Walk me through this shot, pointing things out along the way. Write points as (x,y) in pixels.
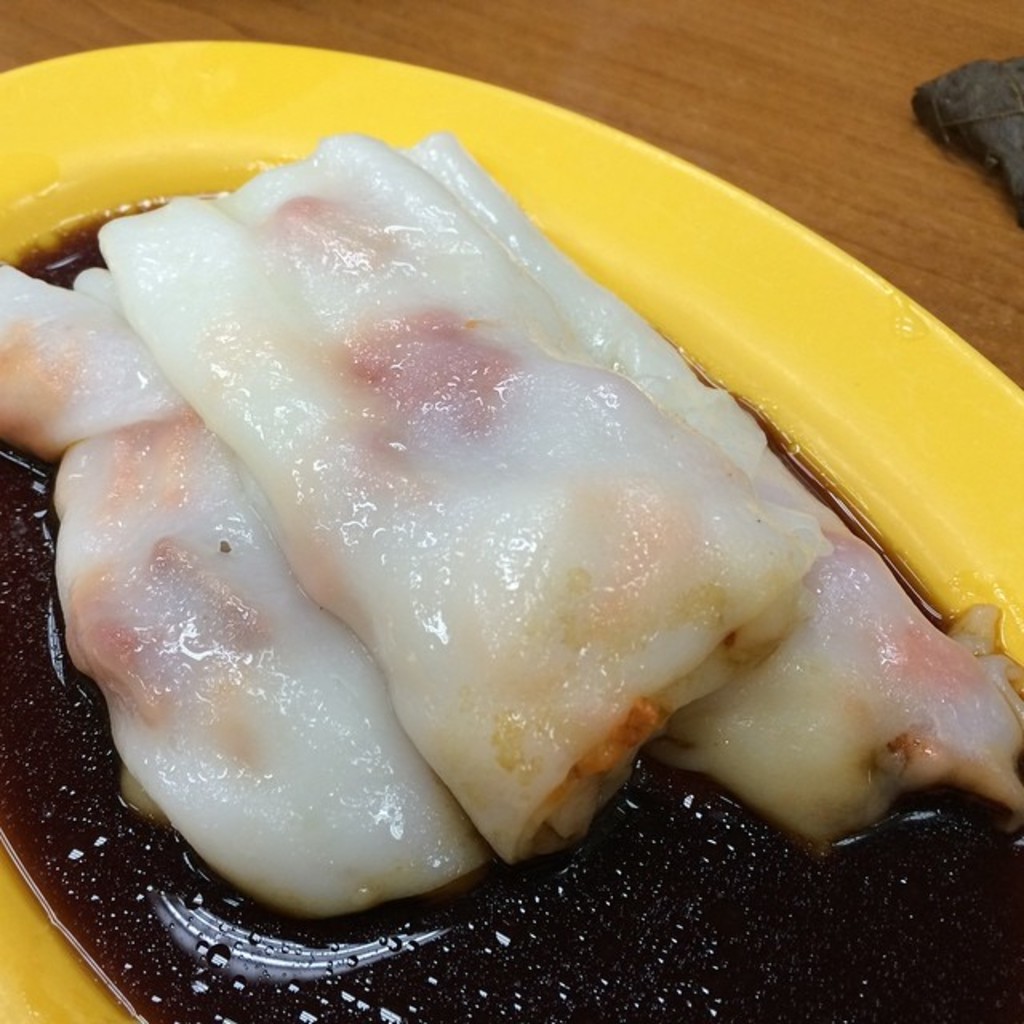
In this image, I can see a plate (846,388), which is placed on the wooden board (758,169). This plate (838,371) contains a food item (609,486) in it.
